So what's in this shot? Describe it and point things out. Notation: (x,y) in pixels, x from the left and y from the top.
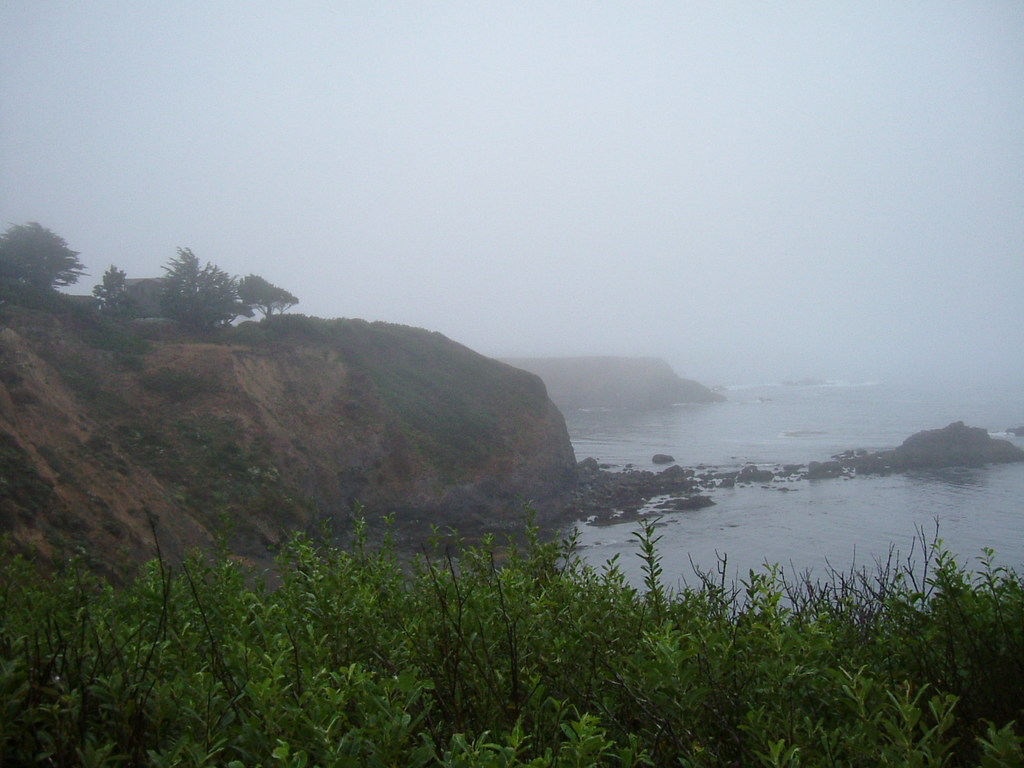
In this image I can see plants (434,688), water (746,516) and few trees (175,282).
